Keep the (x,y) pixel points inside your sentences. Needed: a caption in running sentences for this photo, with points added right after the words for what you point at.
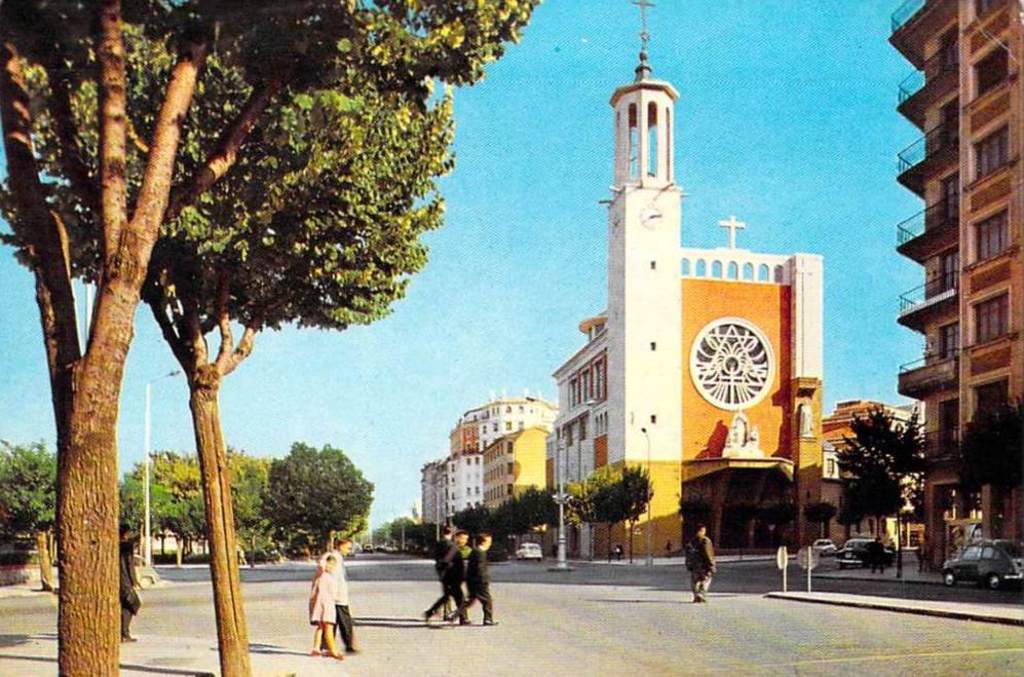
In this image we can see few people (323,613) walking on the road (159,620) and there are few cars (855,553) on the road (822,581), there are few buildings (592,540), trees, a pavement (839,597) and poles (809,577) with board (804,565) on the pavement (808,595), a street light (562,501) and the sky (564,212) in the background (723,233).
